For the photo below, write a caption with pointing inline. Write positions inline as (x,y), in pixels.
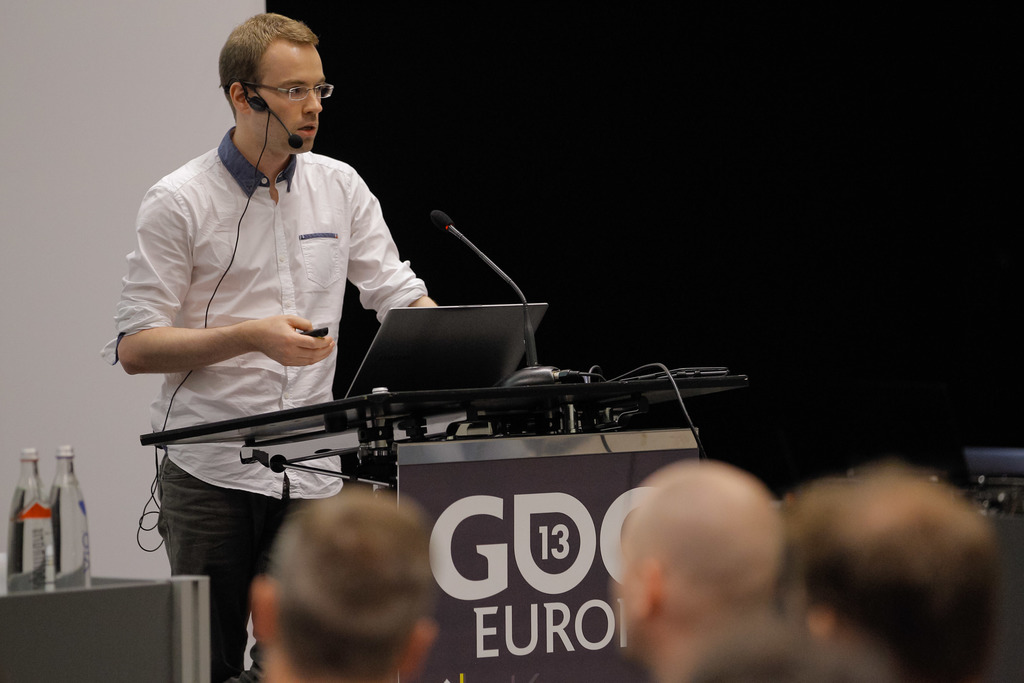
The man (234,317) on the left side of the picture (298,320) wearing a white shirt (261,291) is standing in front of the podium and he is talking on the microphone (248,94). He is holding the remote (317,336) in his hand (288,348) and he is operating the laptop (378,384) which is placed on the podium (411,442). Beside him, we see a table (176,602) on which water bottles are placed. At the bottom of the picture (312,577), we see people (883,540) sitting on the chairs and listening to the man (228,479) in the opposite side. Behind him, we see a black color sheet (483,169) and behind that, we see a white wall (114,239). This picture might be clicked in a conference hall (388,403).
